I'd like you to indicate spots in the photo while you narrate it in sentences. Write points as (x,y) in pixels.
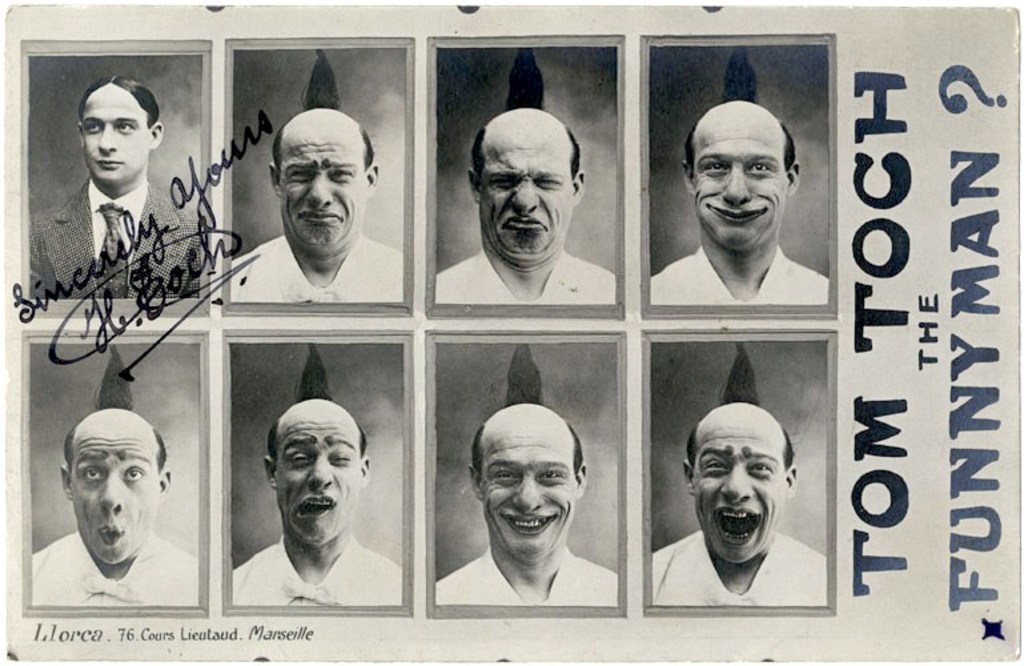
In this image we can see a paper (472,391). On the paper (268,379), we can see the images (281,350) of the persons (516,295) and the text (957,465).
